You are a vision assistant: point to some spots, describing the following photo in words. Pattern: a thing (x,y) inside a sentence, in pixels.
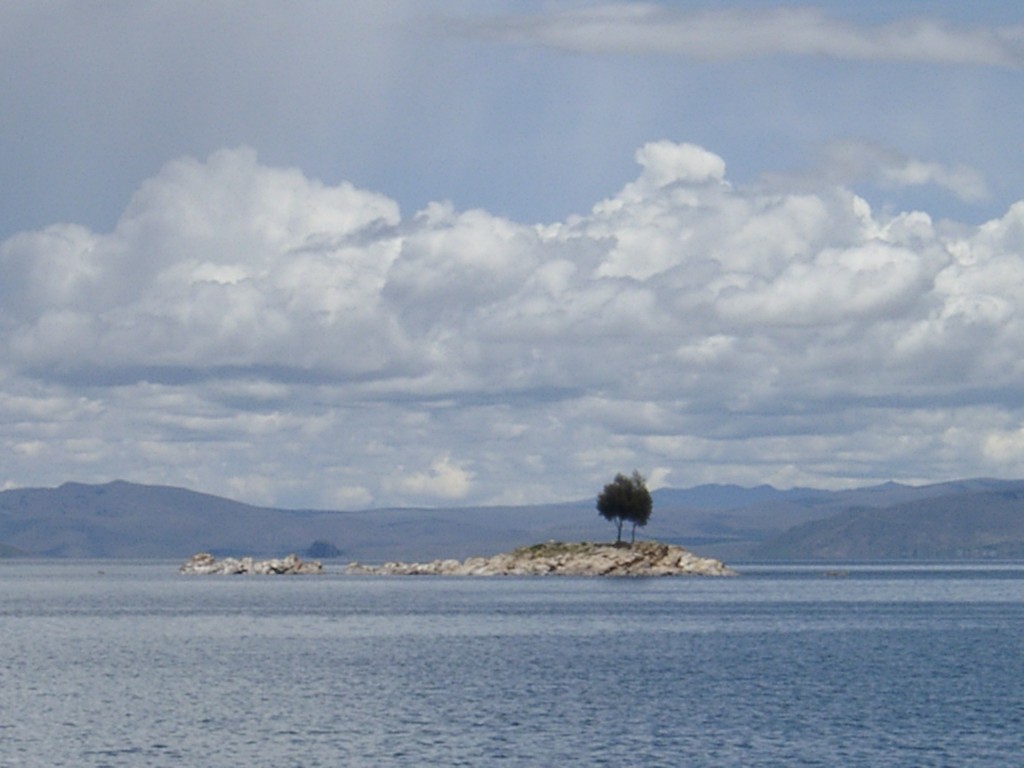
In the picture we can see a water surface (572,643) which is blue in color and far away from it, we can see a rock surface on it, we can see a tree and behind it we can see hills (506,538) and sky (773,394) with clouds (460,414).
